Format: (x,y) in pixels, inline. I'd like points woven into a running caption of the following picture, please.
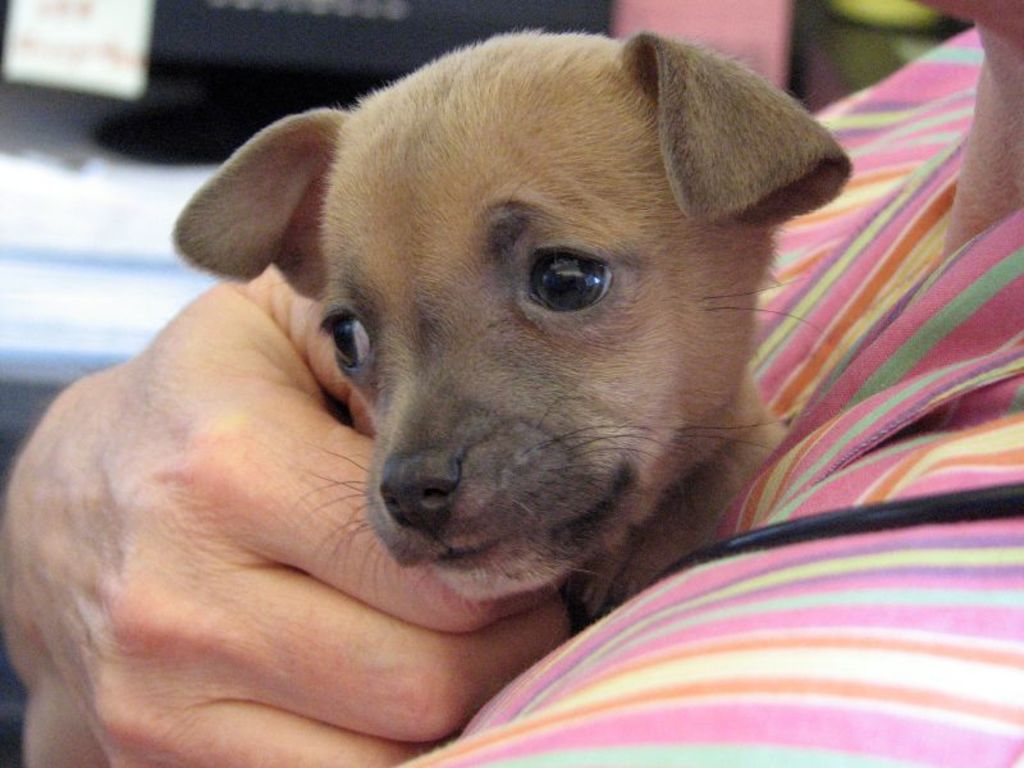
In this image I can see a person (44,506) holding an animal (407,236).
